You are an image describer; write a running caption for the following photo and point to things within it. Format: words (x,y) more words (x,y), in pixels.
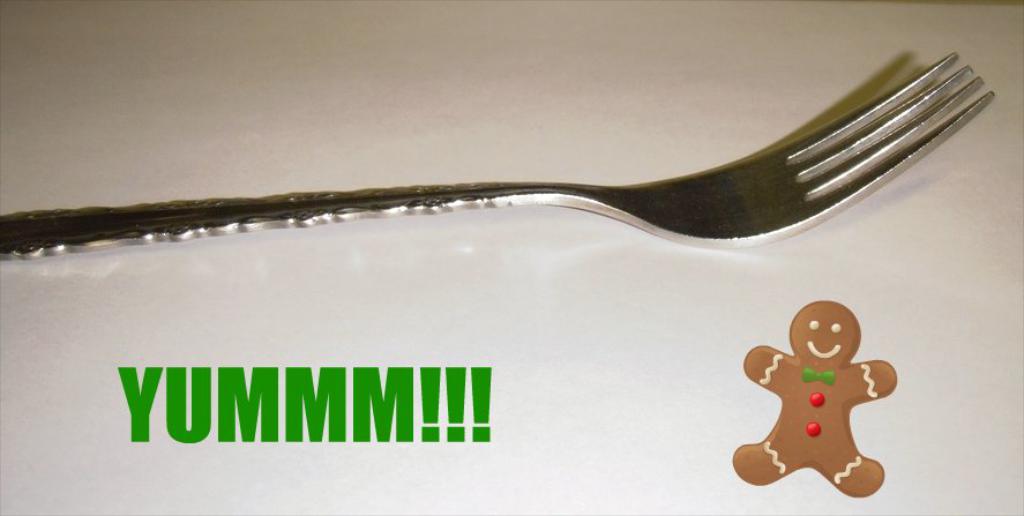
In this picture we can see fork (952,97) on the white platform (955,201) and we can see text (374,411) and toy (825,444).
